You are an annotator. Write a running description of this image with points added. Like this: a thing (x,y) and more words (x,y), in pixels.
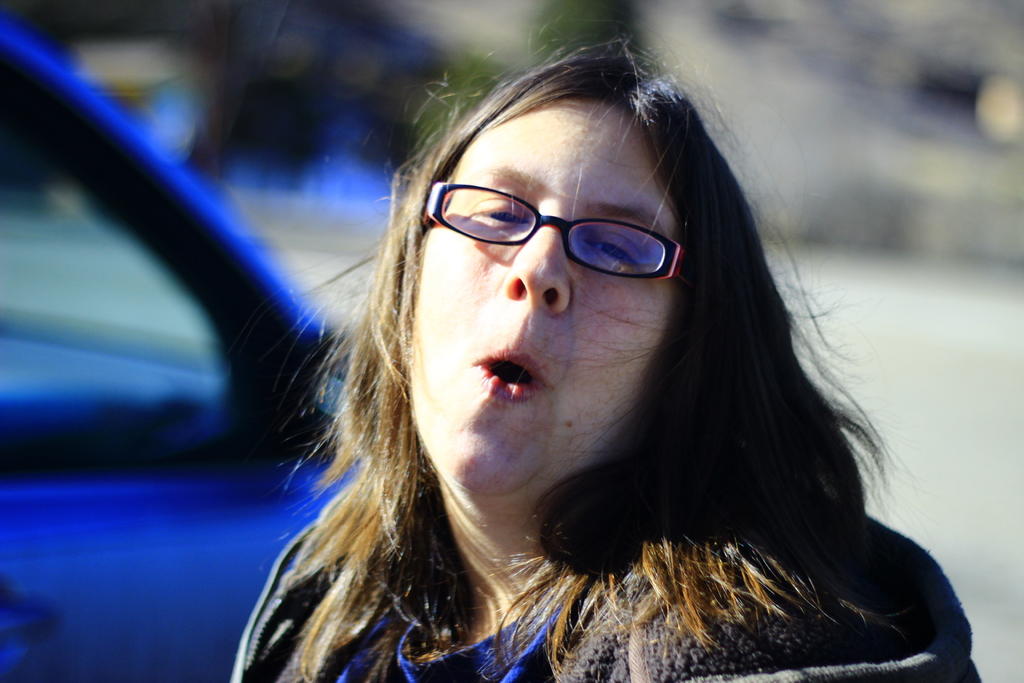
In this image there is a lady (537,468) standing, in the background (195,321) it is blurred.
